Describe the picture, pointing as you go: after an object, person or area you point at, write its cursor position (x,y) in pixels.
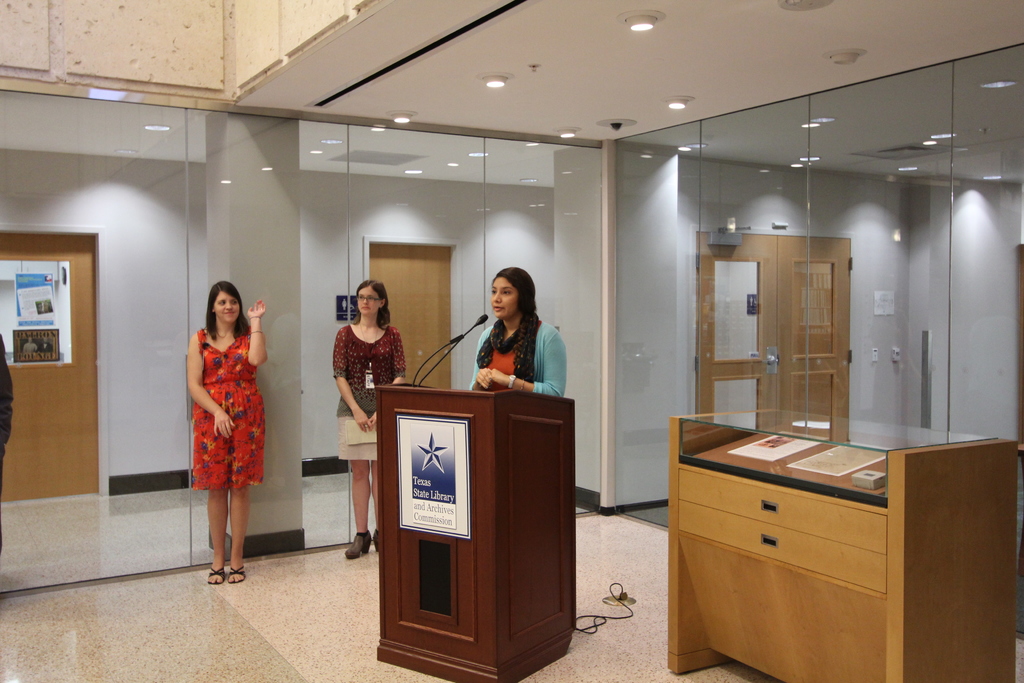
In this picture I can observe three women (361,382). One of them is standing in front of a podium (442,494). There are some glasses (270,253). In the background (64,337) I can observe brown color doors (406,303) and a wall (134,301).
